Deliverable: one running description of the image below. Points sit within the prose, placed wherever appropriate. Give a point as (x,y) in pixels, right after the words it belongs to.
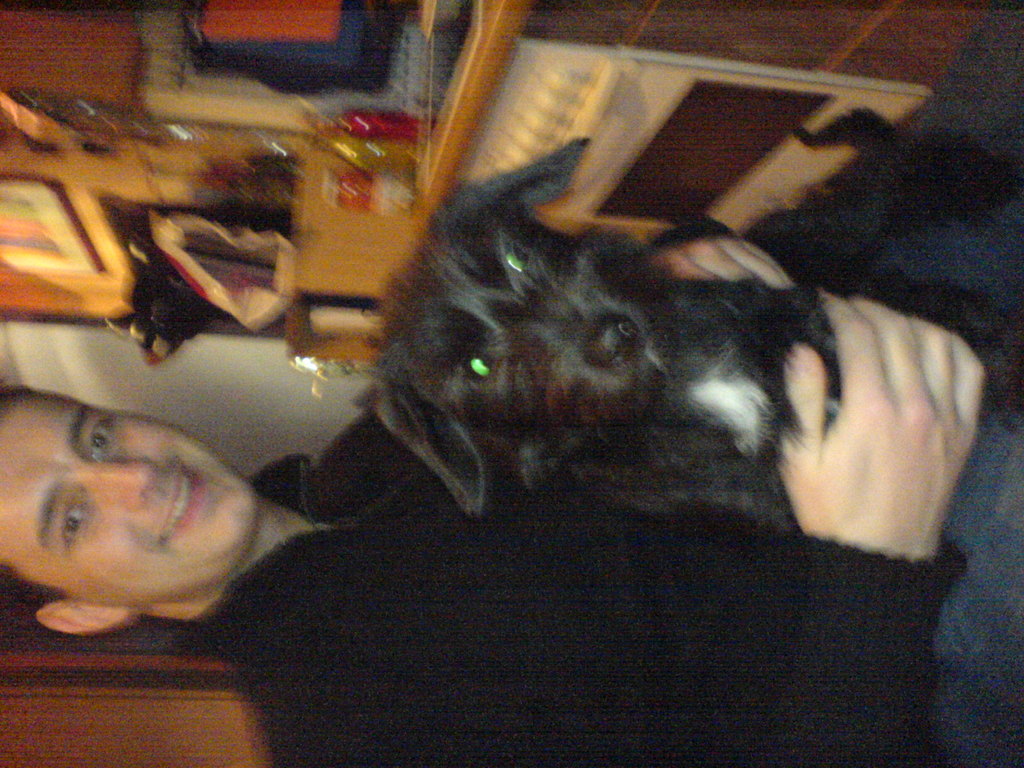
As we can see in the image, there is a man (517,533) holding a black color dog (552,388).
